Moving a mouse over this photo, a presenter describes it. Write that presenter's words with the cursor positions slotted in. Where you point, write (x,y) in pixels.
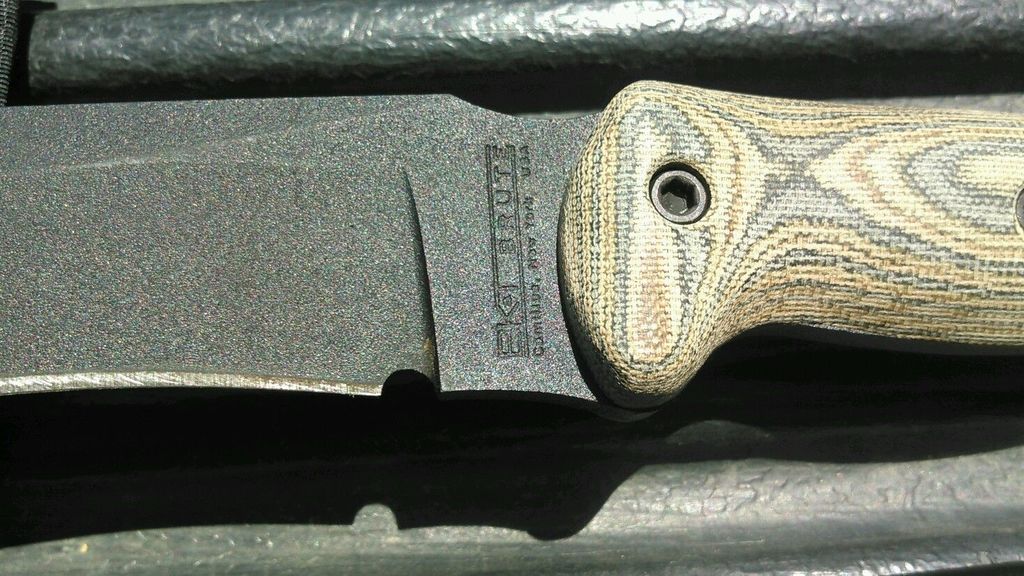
In this image there is a knife (239,350) which is sharp with a handle (756,236) is present on a table (534,566).
